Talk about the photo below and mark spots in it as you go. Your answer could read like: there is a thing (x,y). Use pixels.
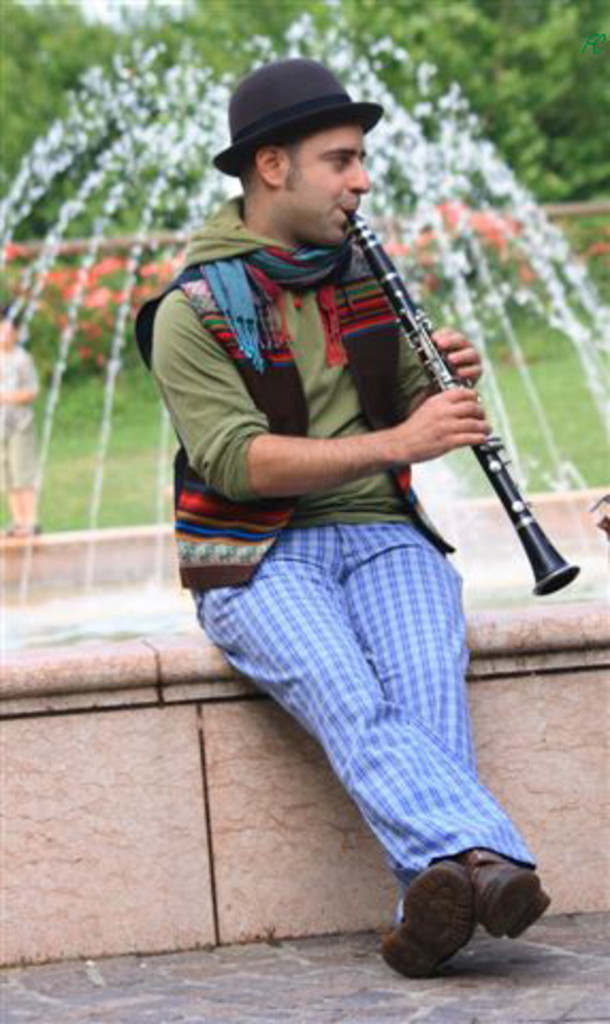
In this picture we can see a boy (323,596) wearing green color t-shirt (319,332) with jacket (268,403) and cap (238,115) on the head (296,139), Blowing the black color clarinet (554,585). Behind we can see water fountain (396,124) and some plants (531,125).
